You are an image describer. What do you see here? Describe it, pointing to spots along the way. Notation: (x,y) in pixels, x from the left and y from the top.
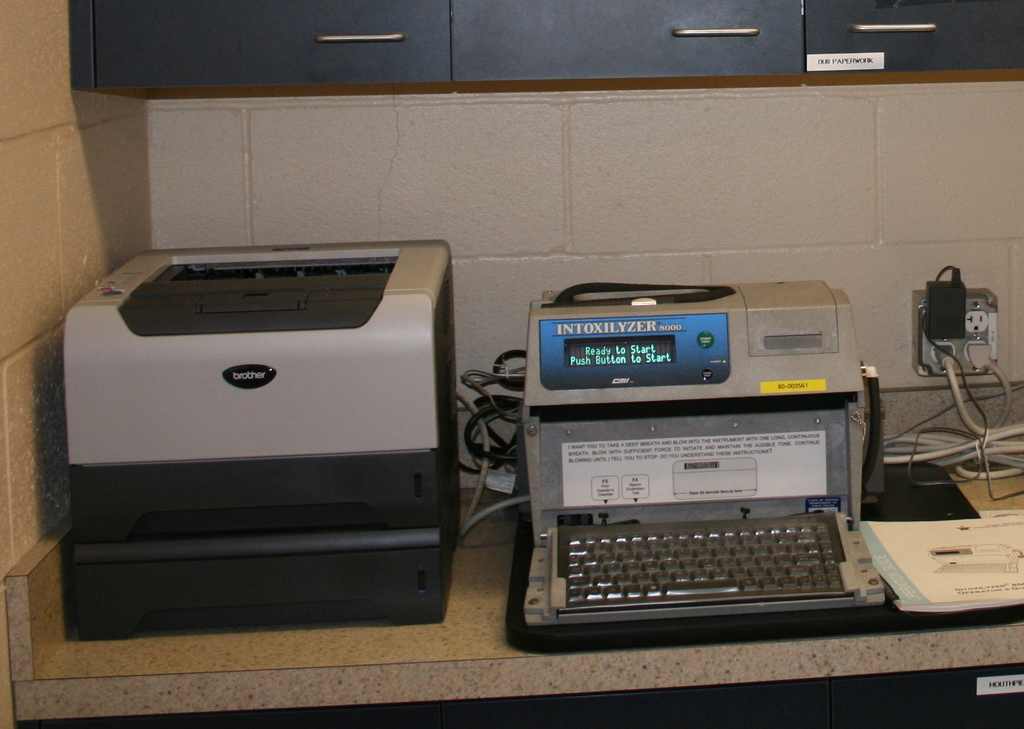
In this image we can see a printer (305,499) and a breath alcohol tester (682,503) placed on the desk (879,633). In addition to these we can see electric socket (947,340), cables (978,445) and a book (977,521).
